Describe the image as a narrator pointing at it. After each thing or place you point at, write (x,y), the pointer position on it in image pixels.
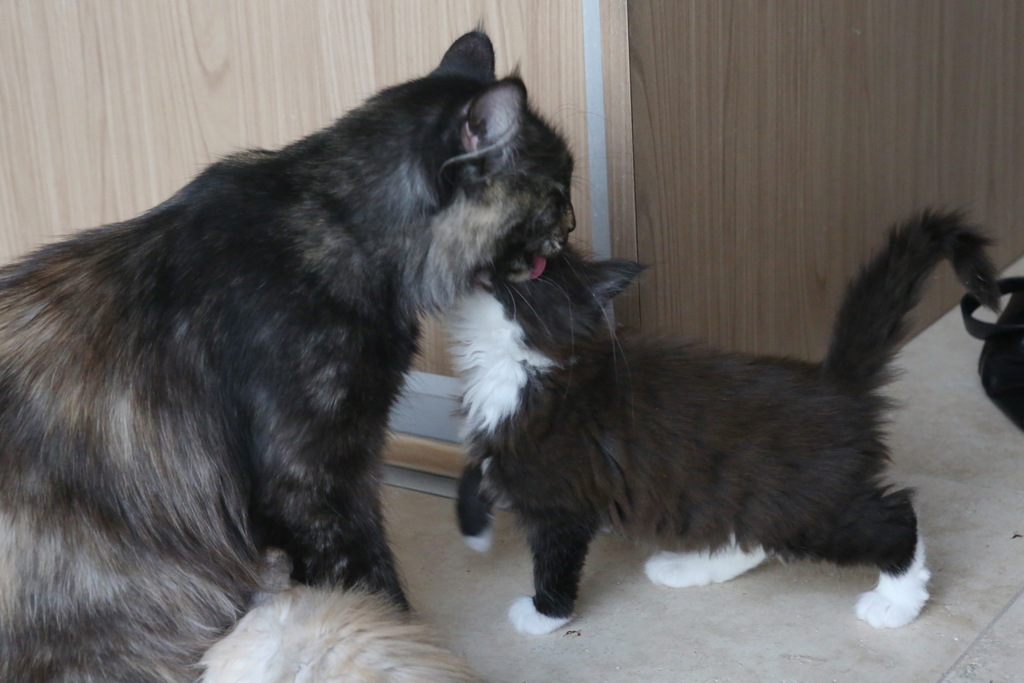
In this image I can see there are two cats (316,427) visible in front of the wooden wall (867,161).
